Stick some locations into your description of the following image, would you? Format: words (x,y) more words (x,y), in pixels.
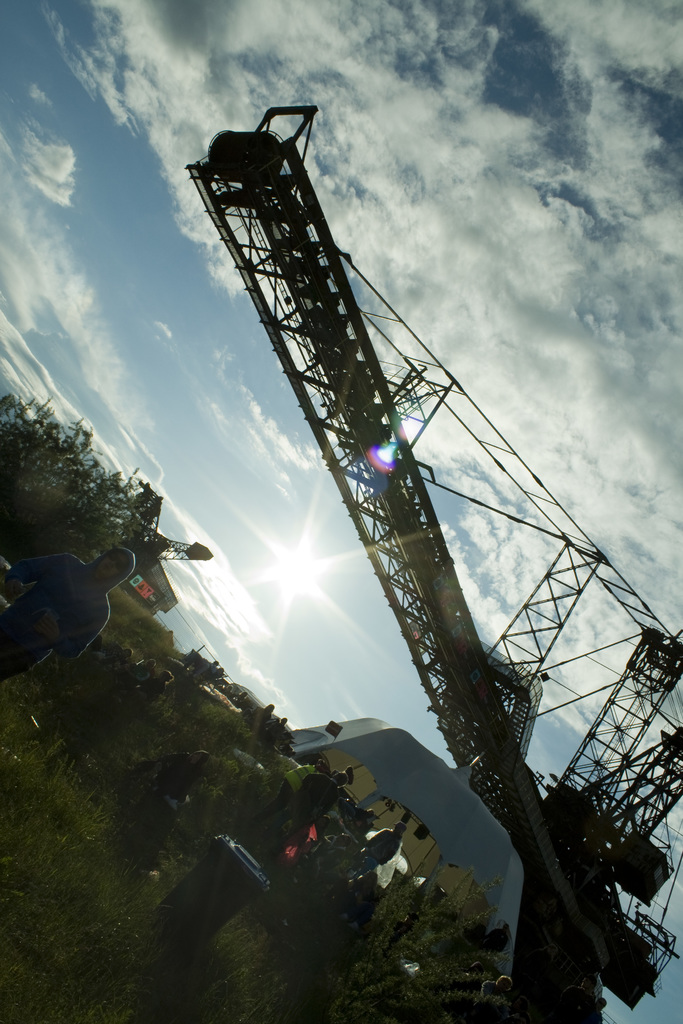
In the foreground of this image (126,808), there are few persons (65,618) sitting and walking on the grass (108,948) and there is a dustbin (235,878) placed on the grass (86,770). In the background (412,889), there is a white tent (403,770), trees (97,493), cranes (139,542) like an object's (568,819), sky (142,288), cloud (430,178) and the sun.
